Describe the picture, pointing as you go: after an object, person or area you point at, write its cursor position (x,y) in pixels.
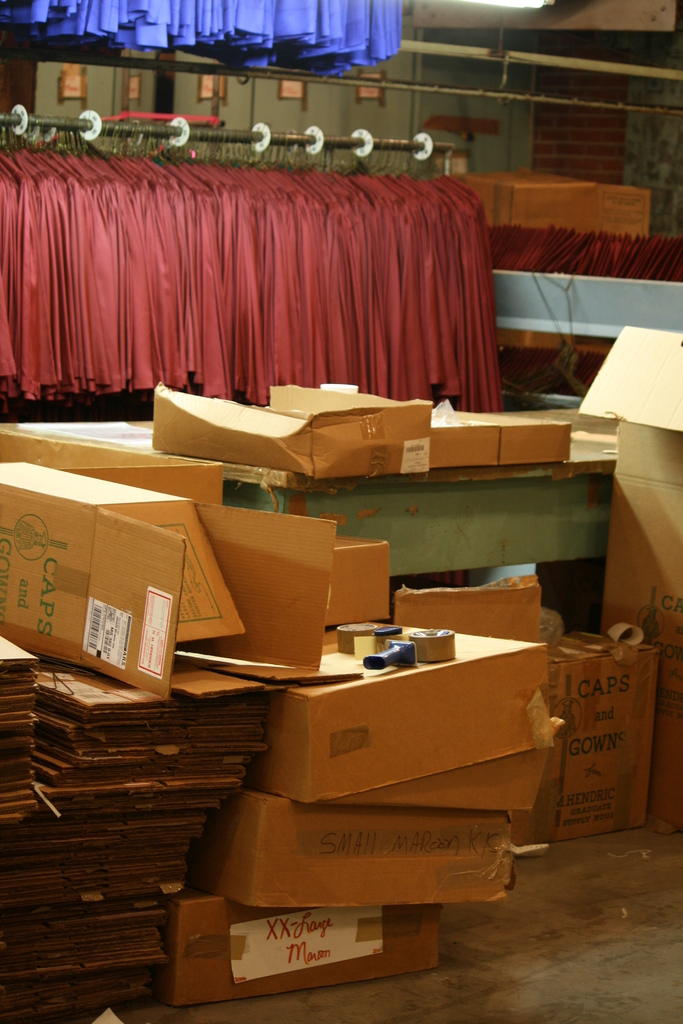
In this image I can see many cardboard box (173,676), they are in brown color. Background (284,232) I can see gowns (278,240) in maroon and purple color.
